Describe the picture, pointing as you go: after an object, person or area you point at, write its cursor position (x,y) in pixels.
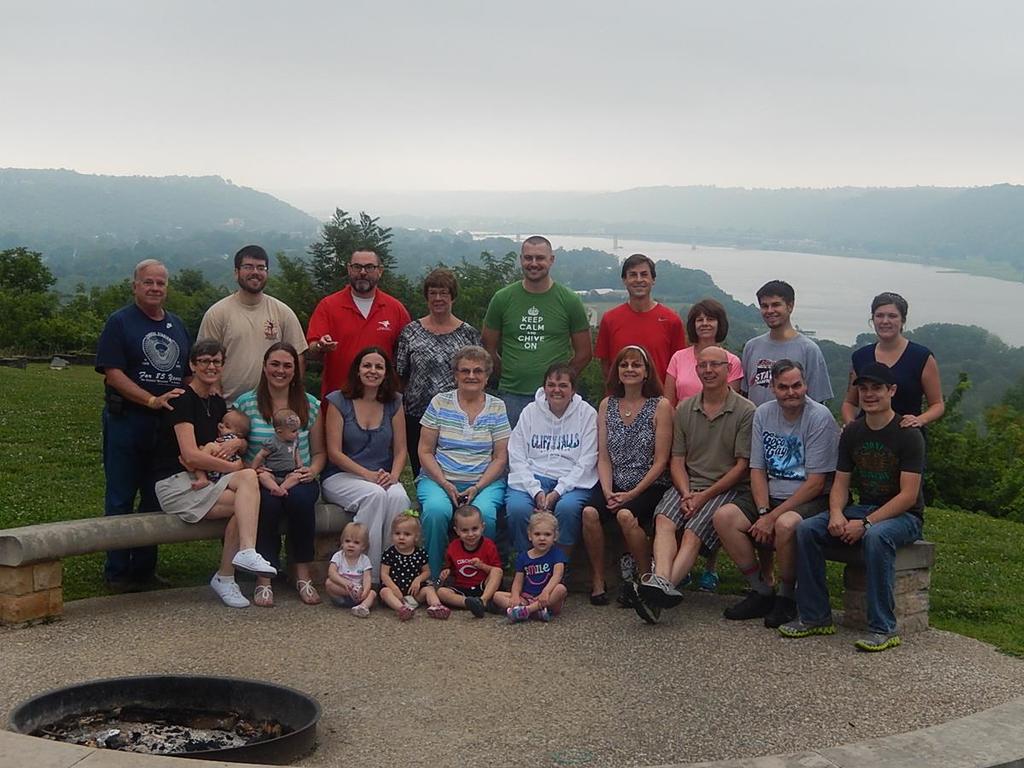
In this picture there are four children (452,590) who are sitting on the ground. Behind them there is a group of persons (555,486) who are sitting on the bench (852,573). Behind them there is another group (538,332) were standing on the ground (87,449). In the background (444,219) i can see trees (1005,430), plants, grass (96,435), building (595,289), mountain (735,219) and river (752,265). At the top (709,86) i can see the sky (744,34) and clouds (775,26). At the bottom left corner (105,698) there is a steel object (85,700).
